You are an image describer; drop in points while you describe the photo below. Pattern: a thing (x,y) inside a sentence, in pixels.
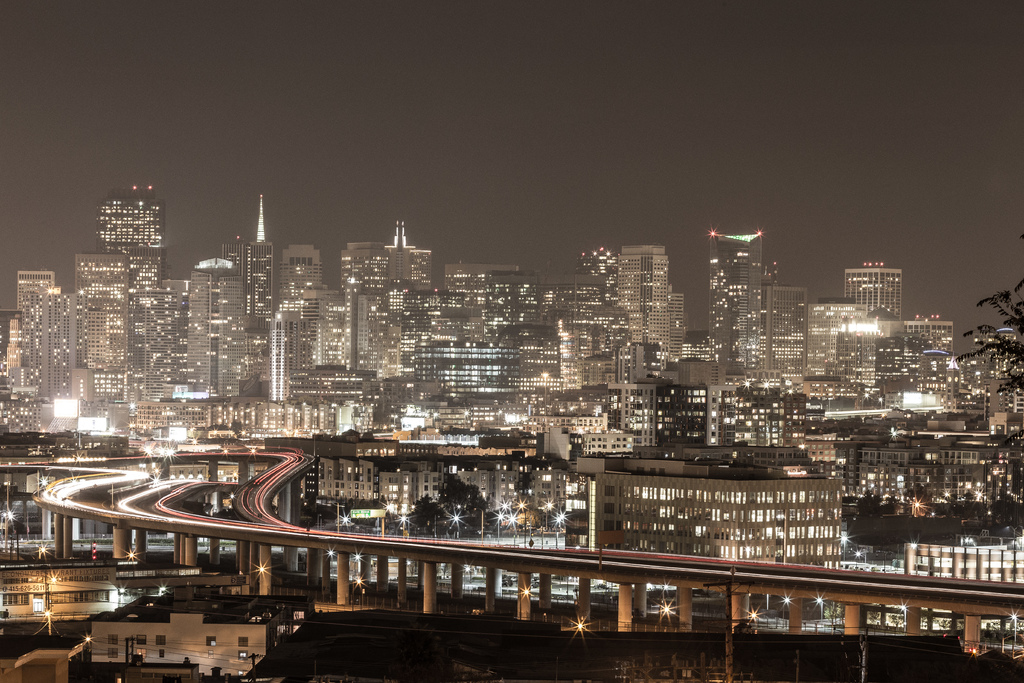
This image consists of houses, buildings (315,636), pillars (433,580), bridges (442,560), lights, trees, street lights (782,519), towers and the sky (501,168). This image is taken may be during night.
